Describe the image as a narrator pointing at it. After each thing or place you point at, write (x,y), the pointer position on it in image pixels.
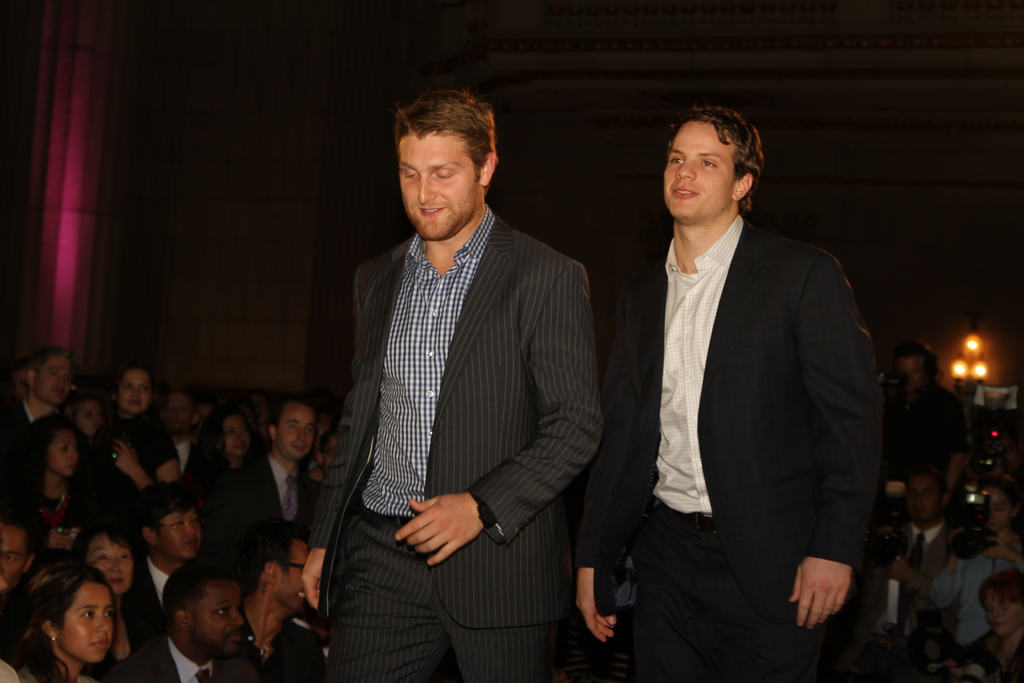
In this image there are two people (559,343) wearing suit (720,447) they are walking, in the background (157,484) people (200,474) are sitting on chairs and some people (924,545) are taking photos.
